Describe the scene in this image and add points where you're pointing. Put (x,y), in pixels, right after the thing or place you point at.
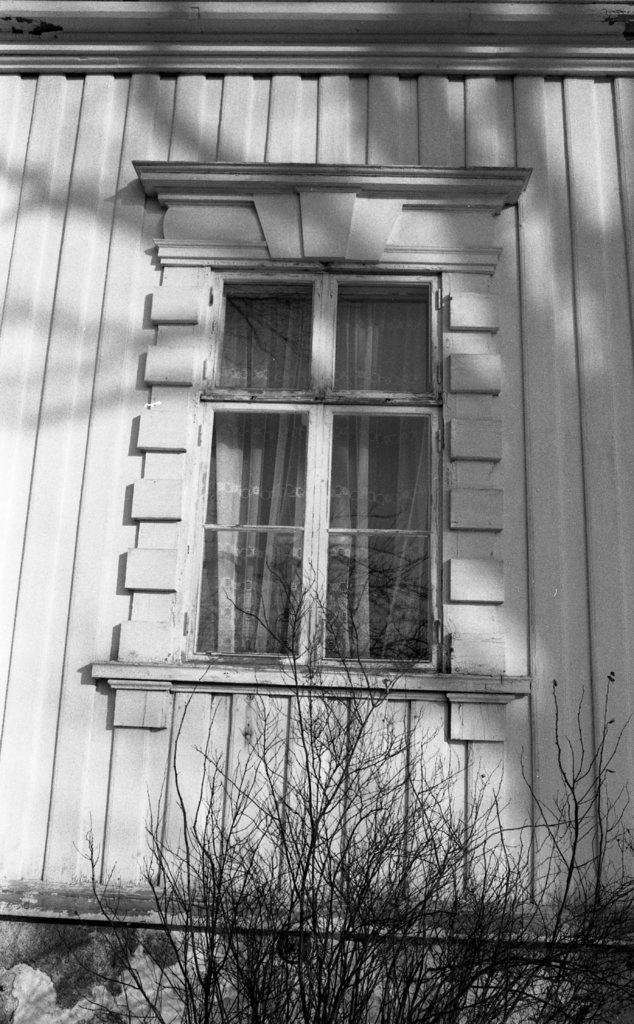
In this image we can see a window (272,582), curtain (261,556), wall (140,773) and dried plant (205,851).
